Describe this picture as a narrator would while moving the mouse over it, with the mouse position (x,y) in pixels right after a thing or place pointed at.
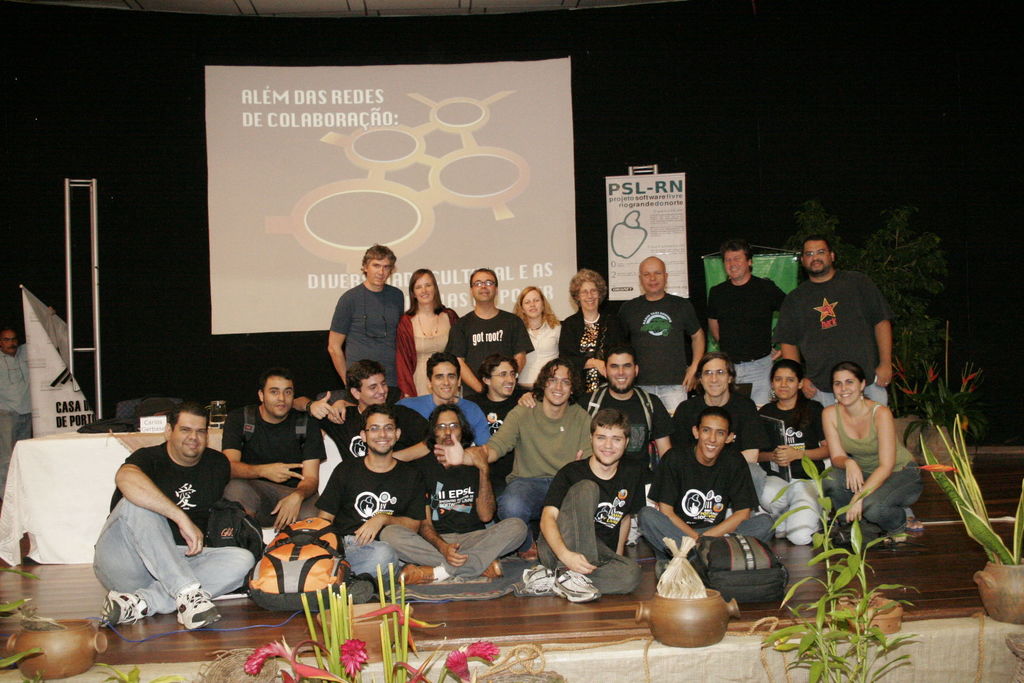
In this image we can see persons (378,457) sitting and standing on the floor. In the background (921,393) there are plants (909,400), advertisement boards (633,246), persons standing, tables (45,437) and a display screen (345,138).
